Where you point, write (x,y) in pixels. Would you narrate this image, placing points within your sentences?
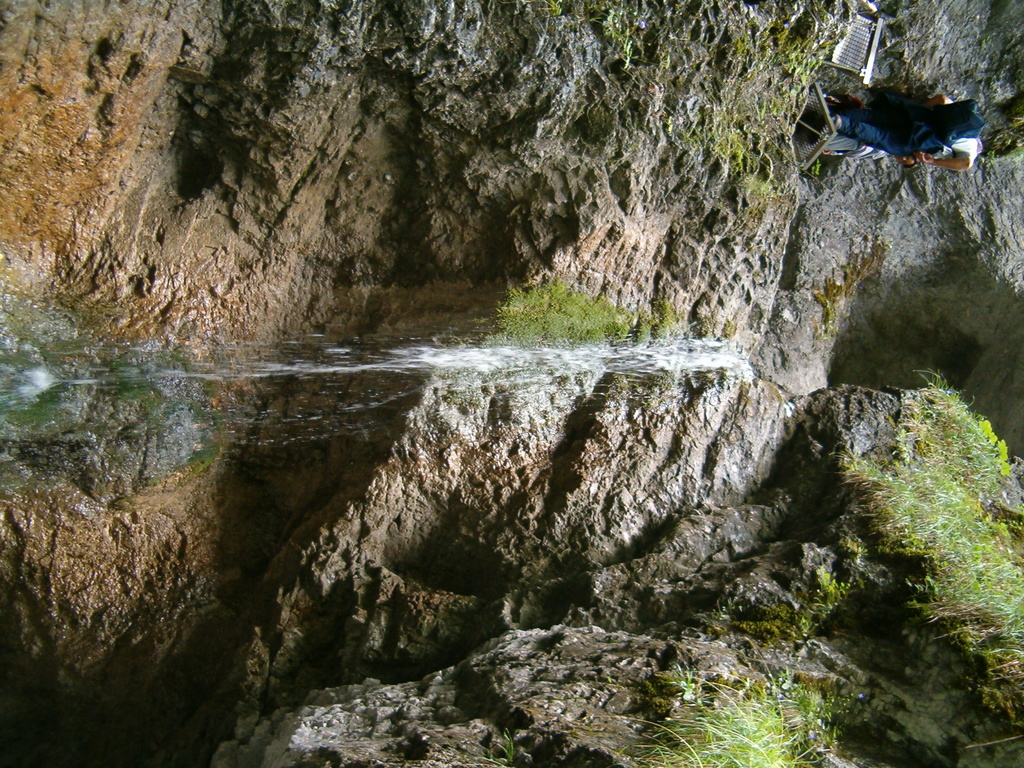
In this image there is a person (851,123) standing on the walkway (822,116), beside the person (843,122) there is a metal grating (856,46) and there is water (722,360) falling from the top and there is grass (926,546) on the rocks (672,453).
